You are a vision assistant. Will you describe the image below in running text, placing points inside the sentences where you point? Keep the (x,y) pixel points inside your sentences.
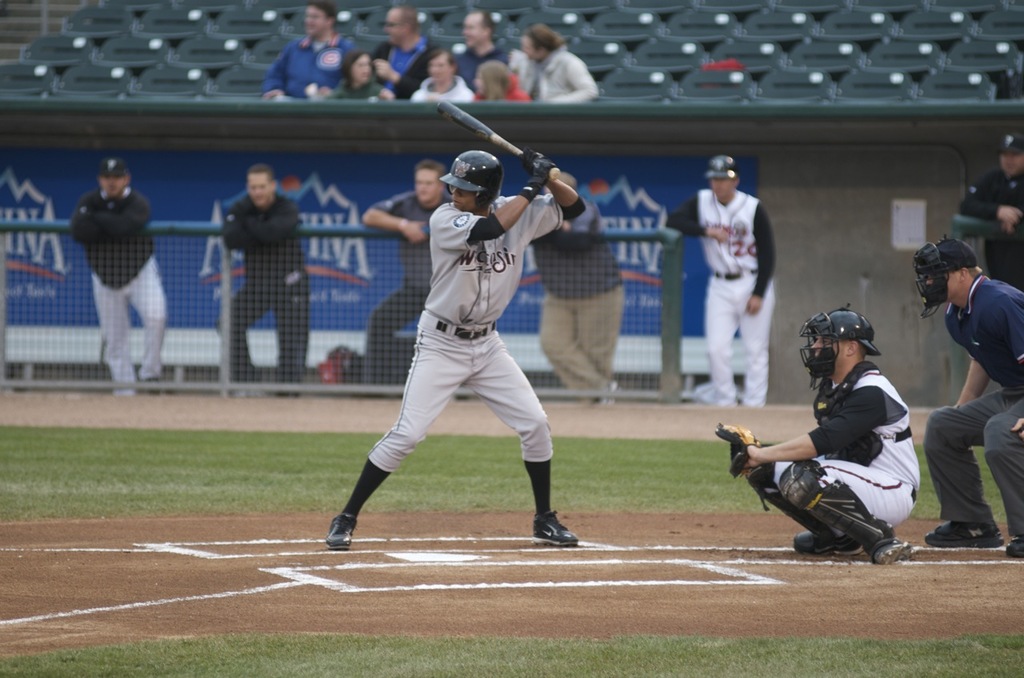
In this image a person (491,331) is standing on the land (503,546). He is holding bat (486,129) in his hand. Few persons (290,210) are standing behind the fence (538,344). Right side two persons (823,513) are wearing helmets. They are on the land (935,556). Few persons (424,64) are sitting on the chair (663,84). Before them there is a wall (509,128).
